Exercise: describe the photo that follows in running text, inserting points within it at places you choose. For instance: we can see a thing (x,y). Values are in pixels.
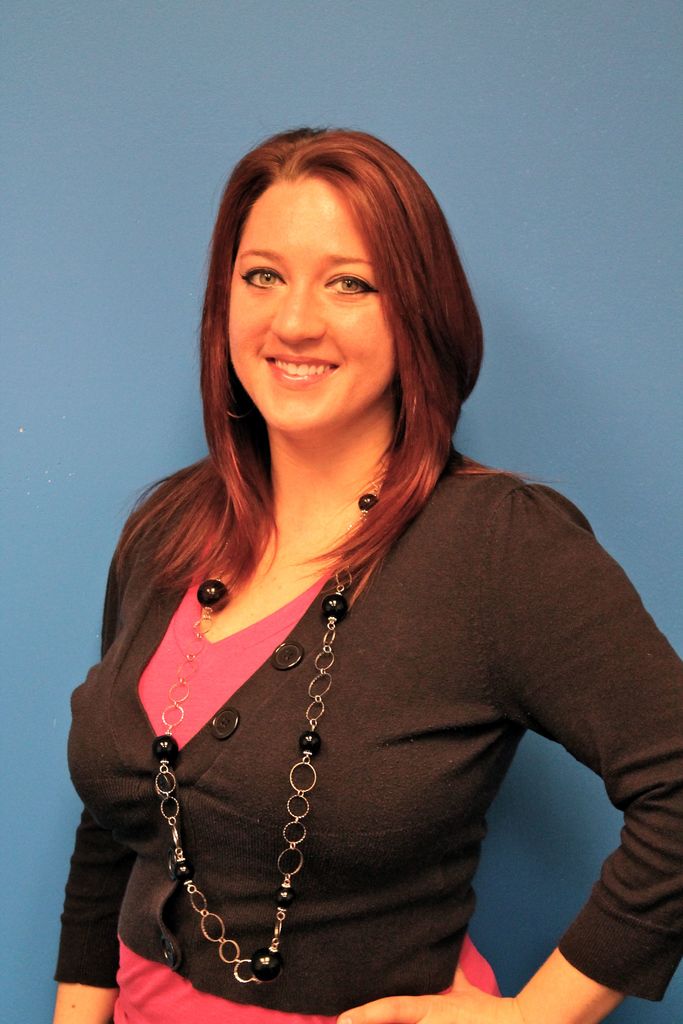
In the foreground of this image (235,552), there is a woman (348,719) wearing a black jacket (510,614) and smiling. In the background (141,305), there is a wall (135,315).
